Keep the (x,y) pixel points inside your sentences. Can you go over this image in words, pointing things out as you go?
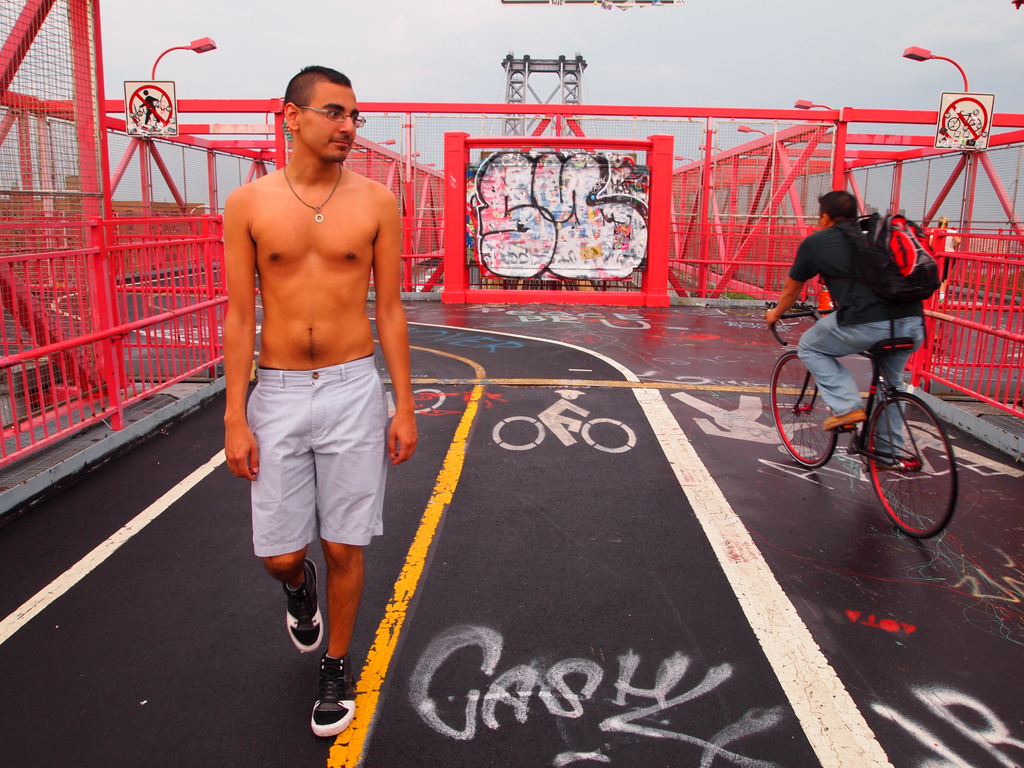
In this picture we can see a man (237,401) who is walking on the road (475,652). He has spectacles (345,116). Here there is a person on the bicycle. And this is sky (728,45).
